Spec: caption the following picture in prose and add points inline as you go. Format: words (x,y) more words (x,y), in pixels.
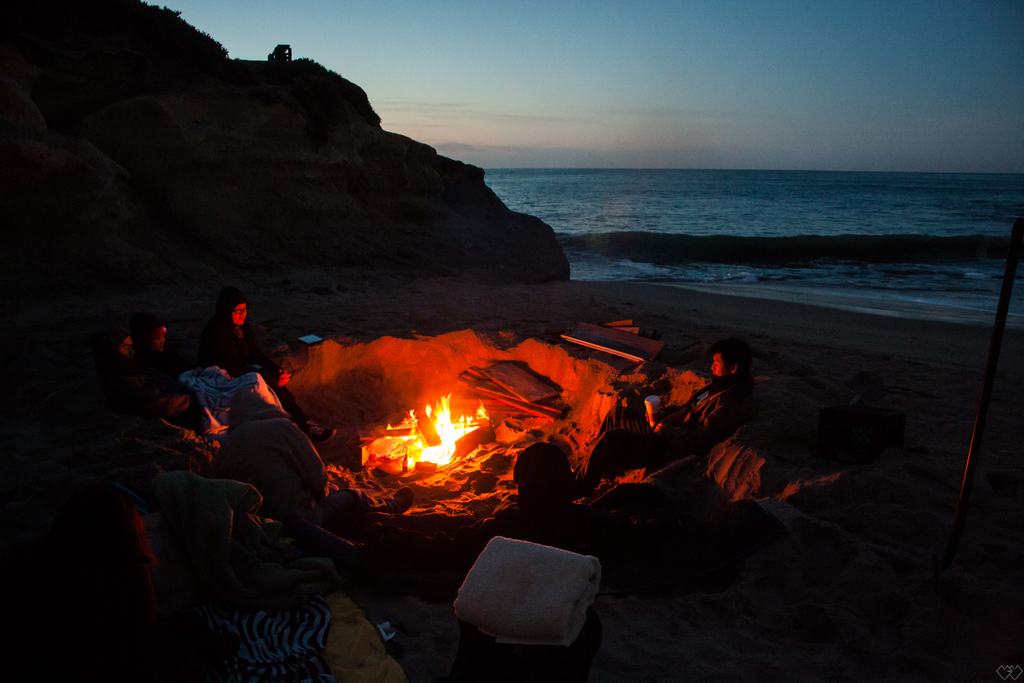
In this image there are people (309,468) sitting in front of the fireplace (411,457). Behind them there are mountains (250,145). In the background of the image (752,226) there are water (784,201) and sky (765,74). On the right side of the image (964,490) there is a pole (1008,284). In front of the image there are a few objects (567,598).
